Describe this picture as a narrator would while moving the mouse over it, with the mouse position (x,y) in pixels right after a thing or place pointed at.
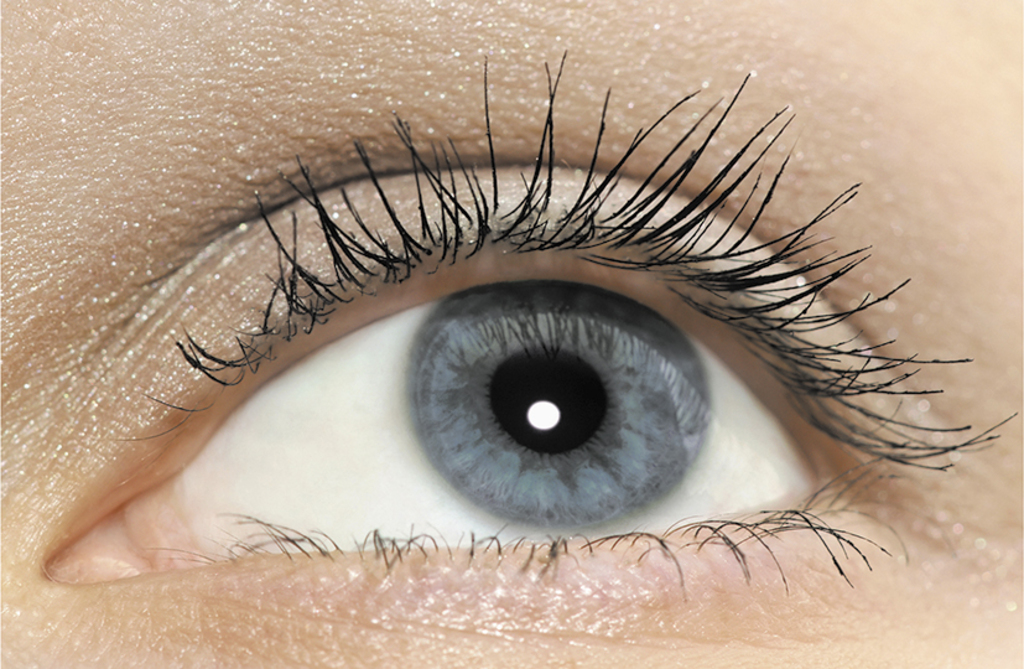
In this image we can see a person's eye (531,416).
